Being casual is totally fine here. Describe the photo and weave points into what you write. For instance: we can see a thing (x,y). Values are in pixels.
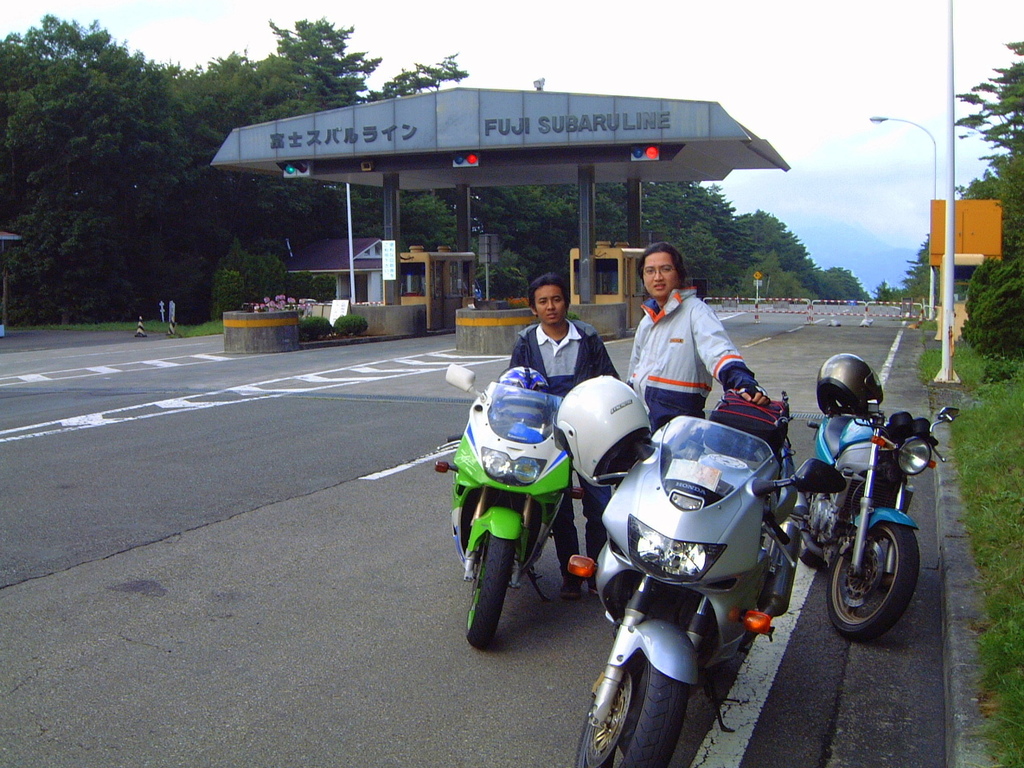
In the image we can see there are bikes (628,537) which are parked on the road (324,532) and there are people (585,324) who are standing and at the back (542,131) there is a Fuji Subaru Line toll gate (405,258).
